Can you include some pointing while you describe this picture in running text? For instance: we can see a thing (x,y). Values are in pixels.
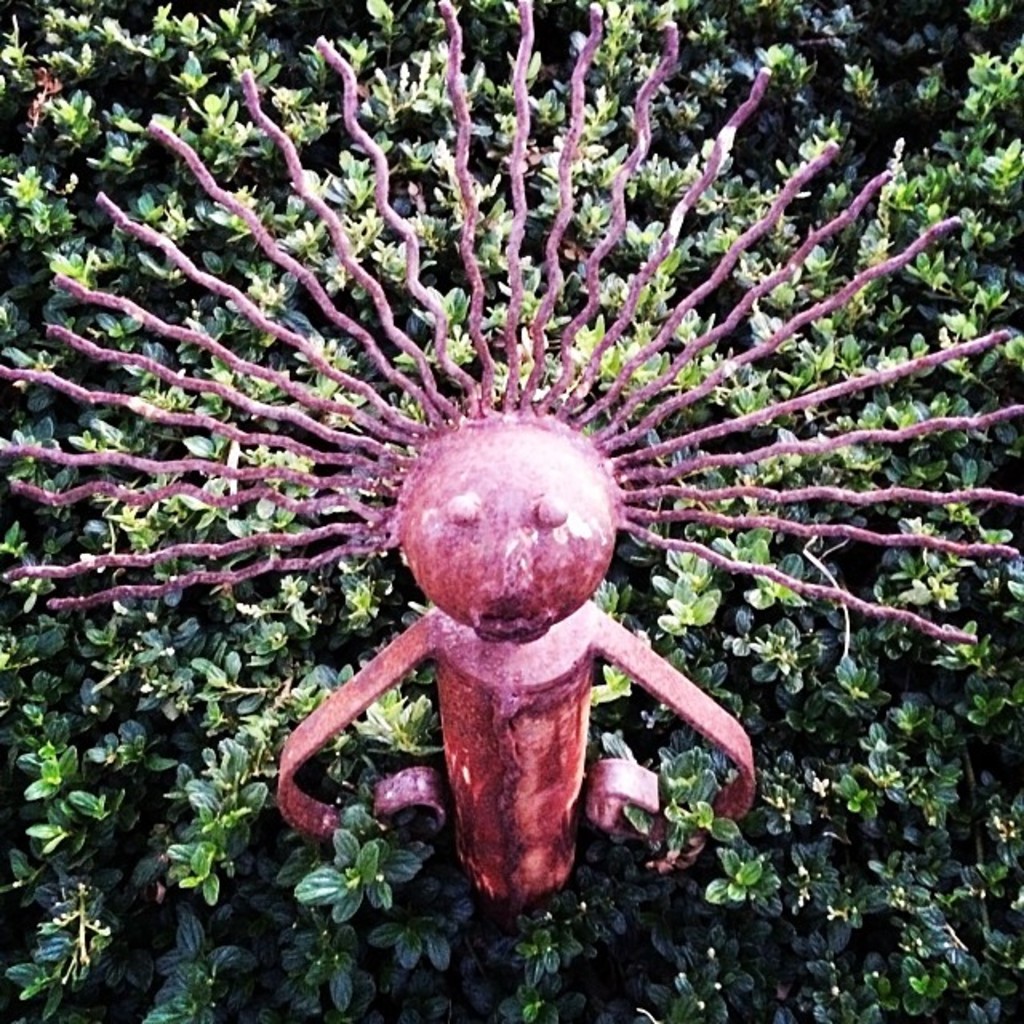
In this picture we can observe a statue (418,576). This is made up of iron (326,819). We can observe some plants (858,881) on the ground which are in green color. This iron statue (506,766) is painted with pink color.
